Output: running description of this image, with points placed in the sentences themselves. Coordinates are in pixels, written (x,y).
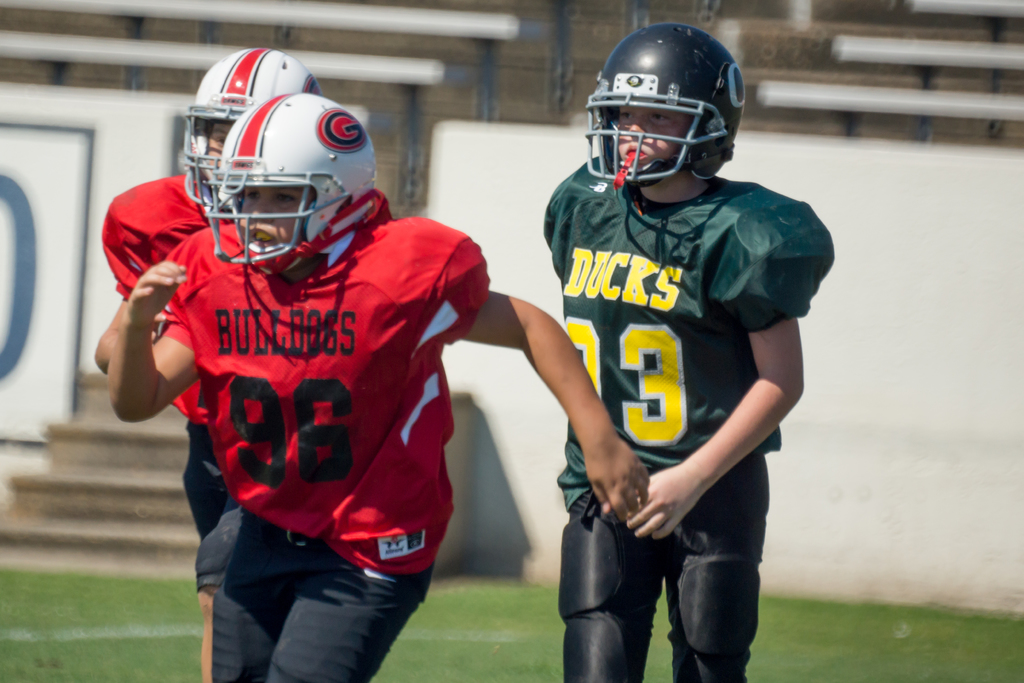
In this image, I can see three persons (336,334) standing with helmets (322,222) and sports dresses (448,333). In the background (440,155), there are benches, stairs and a wall (455,166).
